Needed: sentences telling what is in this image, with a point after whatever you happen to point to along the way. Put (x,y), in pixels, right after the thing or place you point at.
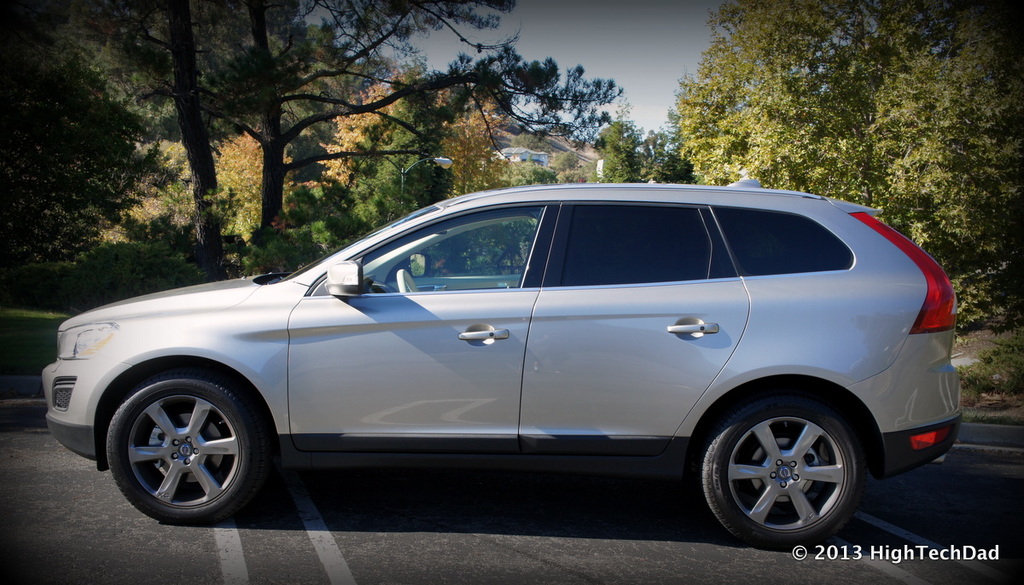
In this image there is a vehicle (529,392) on the road (448,483), behind the vehicle (469,418) there are trees (393,183), a street light (444,165) and there is a building (531,158). In the background (591,60) there is the sky (673,34).
